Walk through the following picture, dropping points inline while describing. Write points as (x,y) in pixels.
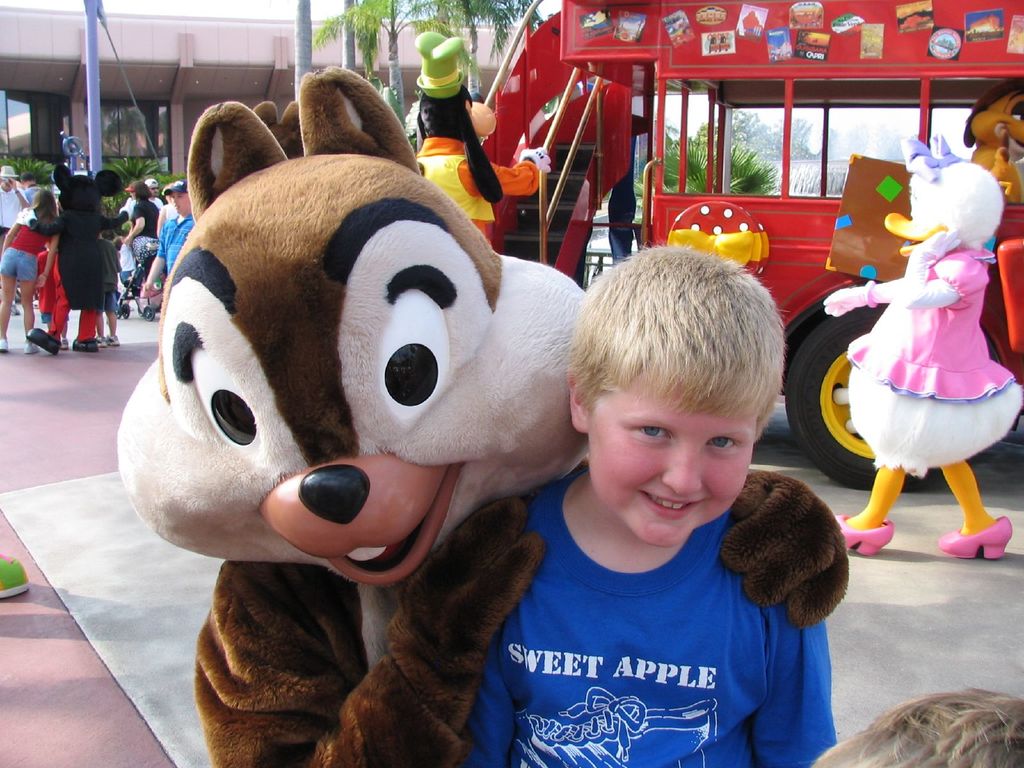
In this image we can see a few people (717,464) standing on the ground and few people (349,356) in a mascot (296,302). And we can see the vehicle (729,88) with stairs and images (705,41). And there is a building (160,79) with windows (150,153). In the background (139,160), we can see the trees (128,170) and the sky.
